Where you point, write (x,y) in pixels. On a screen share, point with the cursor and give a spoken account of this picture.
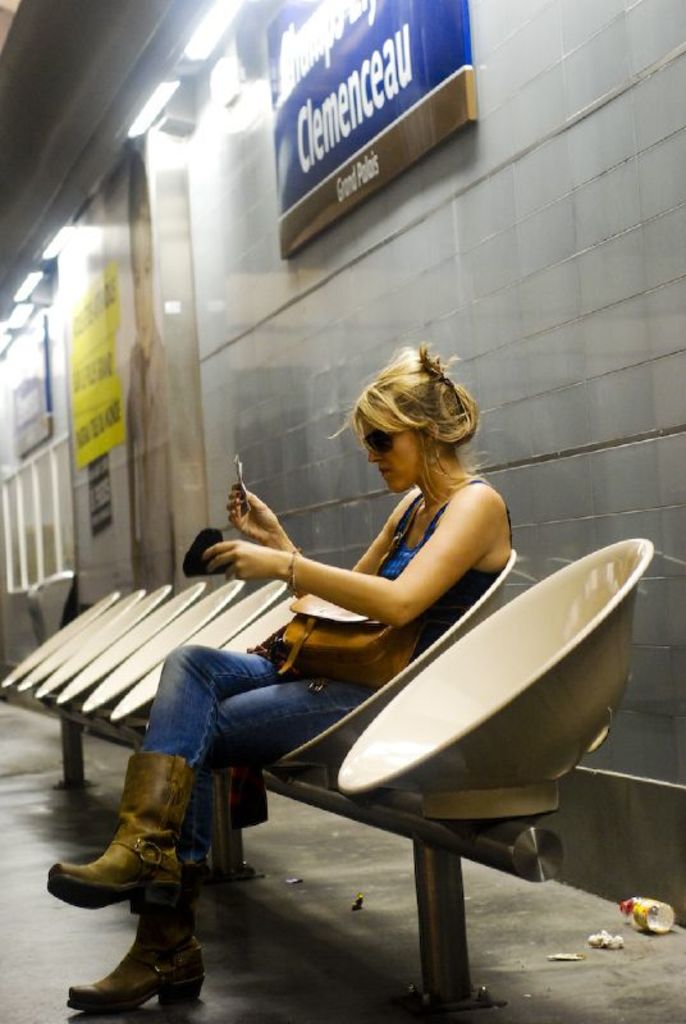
In this picture a woman (451,400) is sitting and holding a object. She has a handbag (387,652) and there are some empty chairs (117,659) beside her. Behind her there is a wall (508,292) with a board (388,59) and there are lights (169,86) to the ceiling (159,81).
